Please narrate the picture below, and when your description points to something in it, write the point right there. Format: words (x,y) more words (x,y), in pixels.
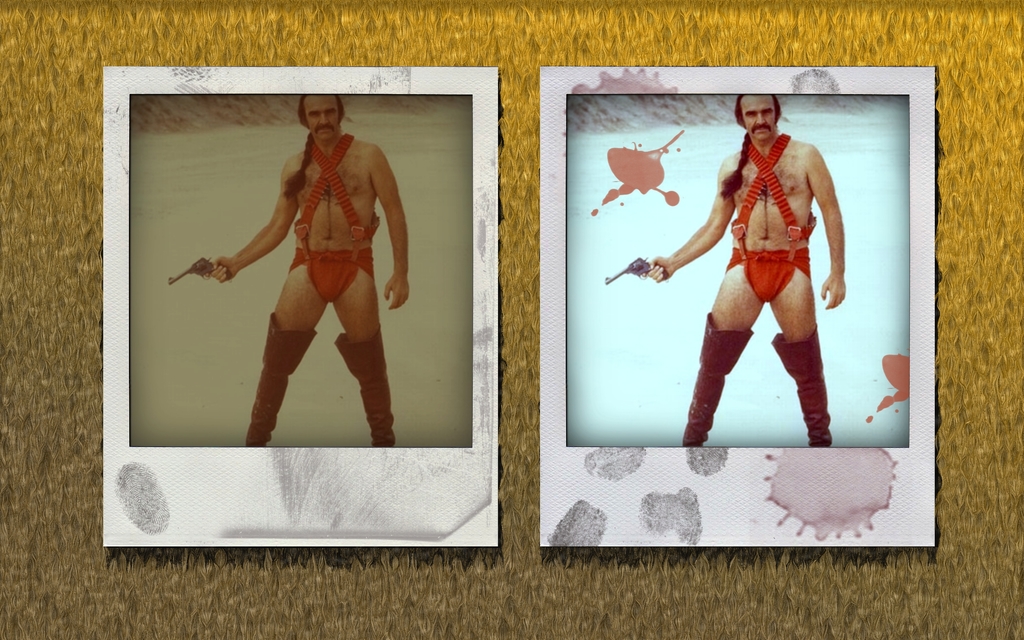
In the image there are two edited pictures (558,287) of a same person (787,341), he is holding a gun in his right hand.
